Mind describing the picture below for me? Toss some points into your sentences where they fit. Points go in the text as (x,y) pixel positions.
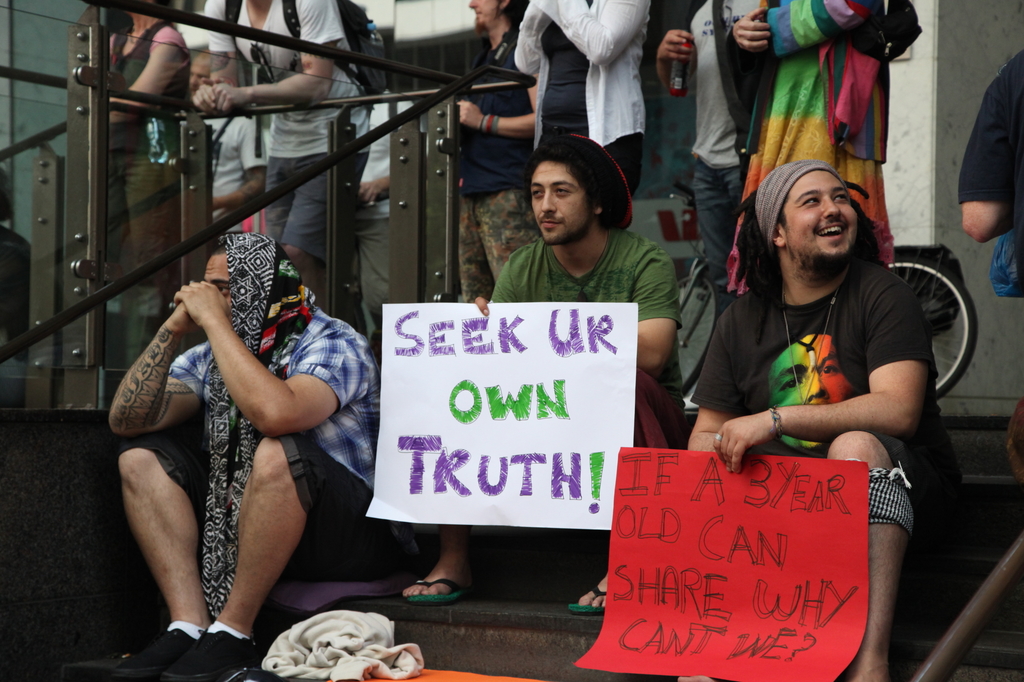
In this image we can see persons (552,68) standing on the floor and some are sitting on the steps (475,558) by holding papers (562,425) with some text (657,471) in their hands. In the background (456,139) there are railings (328,222) and walls (663,193).
